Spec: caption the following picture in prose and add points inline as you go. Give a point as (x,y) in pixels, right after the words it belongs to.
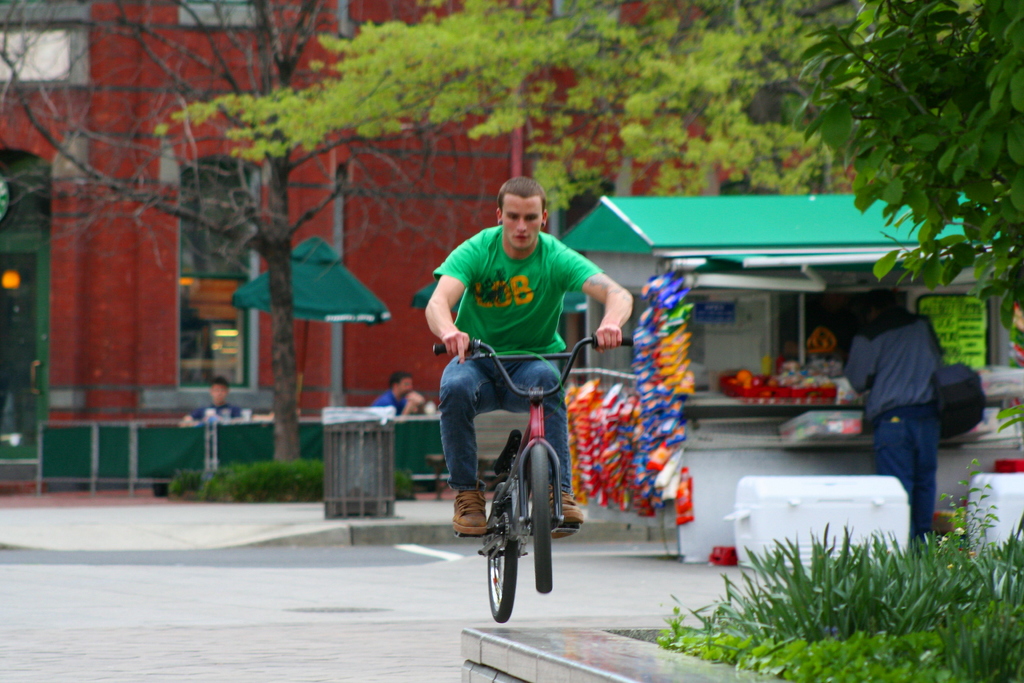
A person (482,379) is riding bicycle (499,457) behind him there is a building (352,225), big trees (321,121) and a store (713,364).
